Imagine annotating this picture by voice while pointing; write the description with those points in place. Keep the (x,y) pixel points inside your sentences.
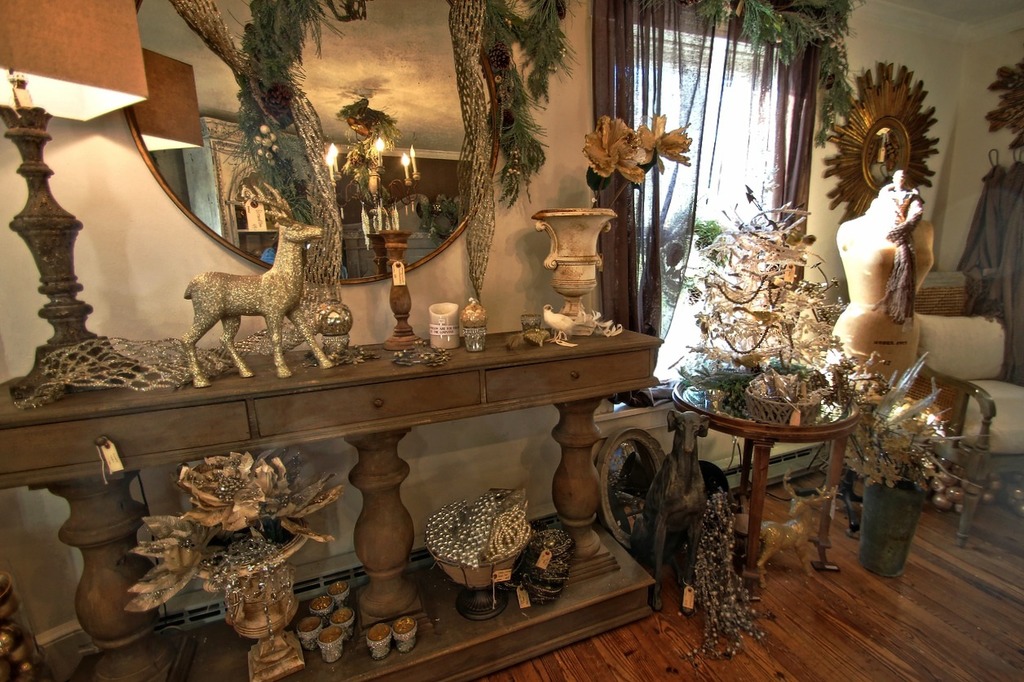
In this image we can see a table (237,430) with drawers (582,385), on the table (596,357) there is a lamp (59,229), dolls (275,297), flower vase (560,263), candle stand (401,326) and few objects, and under the table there is a flower vase (257,605), bowl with some decorative items (475,563) and few object (372,633), there is another table (761,425) near the window (693,342), on the table (687,393) there are few objects (769,386) and beside the table (747,554) there are dolls (688,483) and few decorative items (885,505) on the floor (890,613), there is a chair (934,334), a mannequin (885,331) with a scarf (914,274), there are clothes (983,207) hanged to the wall (985,151) and mirrors (409,116) and decorative item (276,78) to the wall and a curtain (695,82) to the window (712,57).
